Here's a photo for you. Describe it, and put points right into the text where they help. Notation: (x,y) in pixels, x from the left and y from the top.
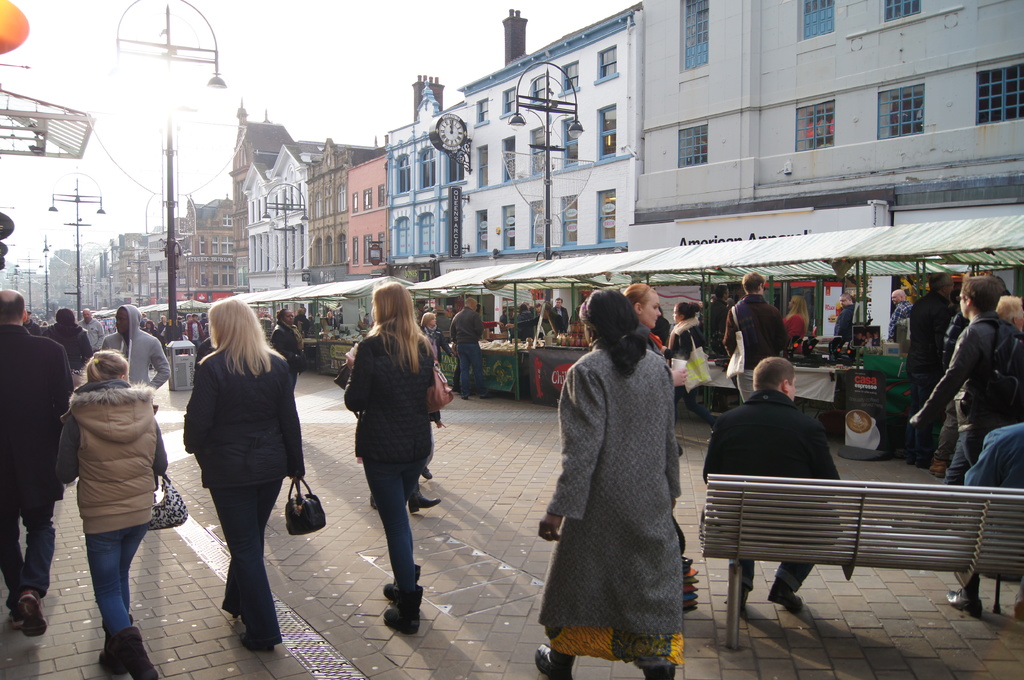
In this picture I can see there are few women (242,488) walking here on to left side (255,496) and there is a man (145,332), he is wearing hoodie (149,351) and there are few other men (156,334) walking here and there are few stalls (318,325) on to right (884,328) and there are few poles (546,102) with lights (516,126) and clocks (462,158) and there are buildings (388,164) in the backdrop (425,206) and the sky (287,17) is clear.
